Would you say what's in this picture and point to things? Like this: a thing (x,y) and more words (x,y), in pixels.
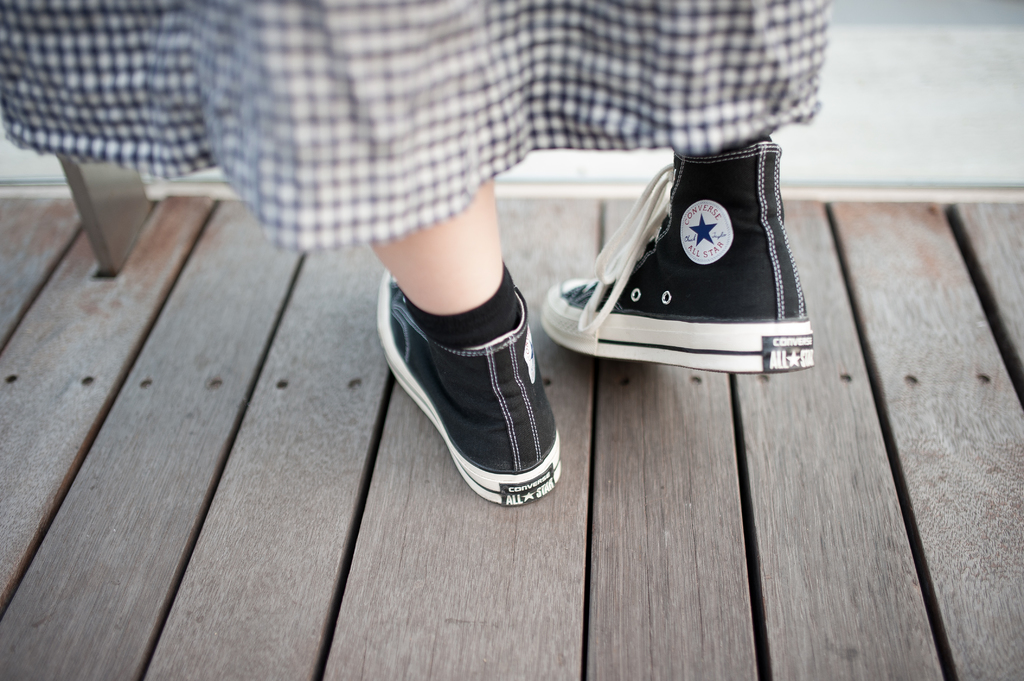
In this picture we can see a person (403,232) legs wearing shoes (725,233) and a dress (690,91). At the bottom portion of the picture (302,487) we can see the wooden surface (571,487).
